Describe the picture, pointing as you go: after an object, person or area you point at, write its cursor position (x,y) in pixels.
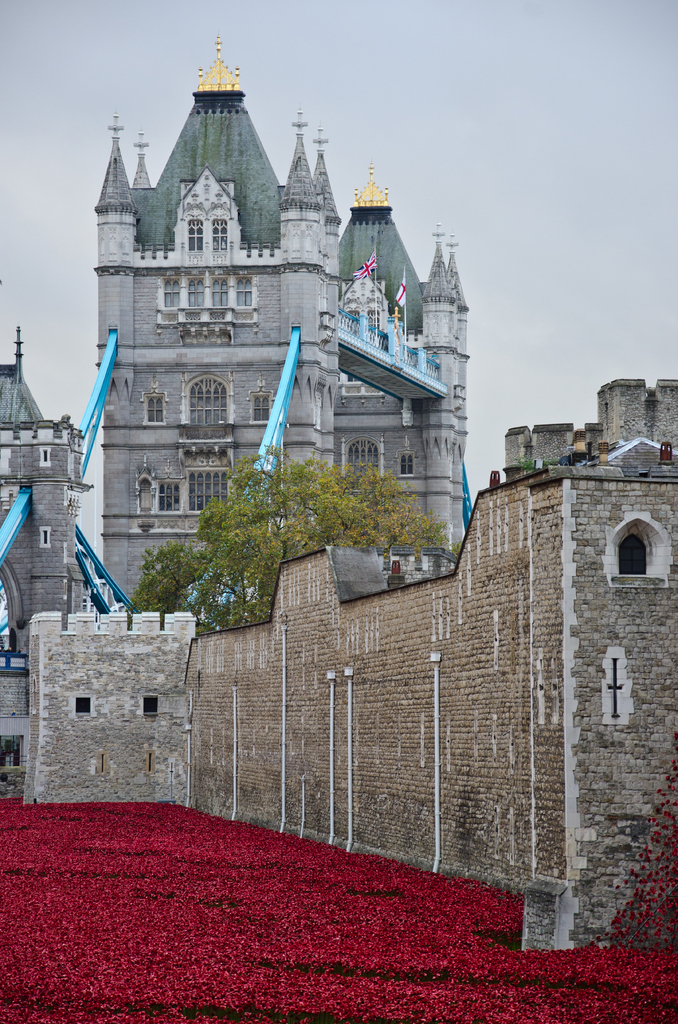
In this picture I can see buildings (352,446), a tree (207,598) and they look like flowers (157,950) and a cloudy sky (413,198) and I can see a wall (534,918).
